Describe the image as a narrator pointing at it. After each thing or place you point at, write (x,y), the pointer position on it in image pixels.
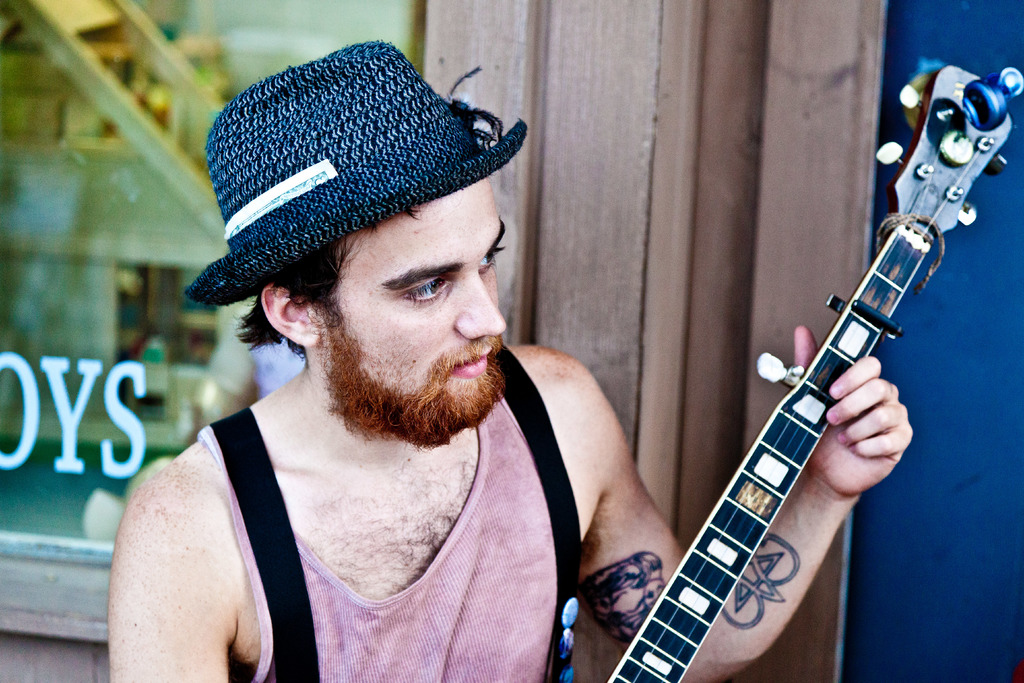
This man (371,405) wore hat (313,135) and holds banjo (776,470). Background (98,287) there is a glass window (89,213).
